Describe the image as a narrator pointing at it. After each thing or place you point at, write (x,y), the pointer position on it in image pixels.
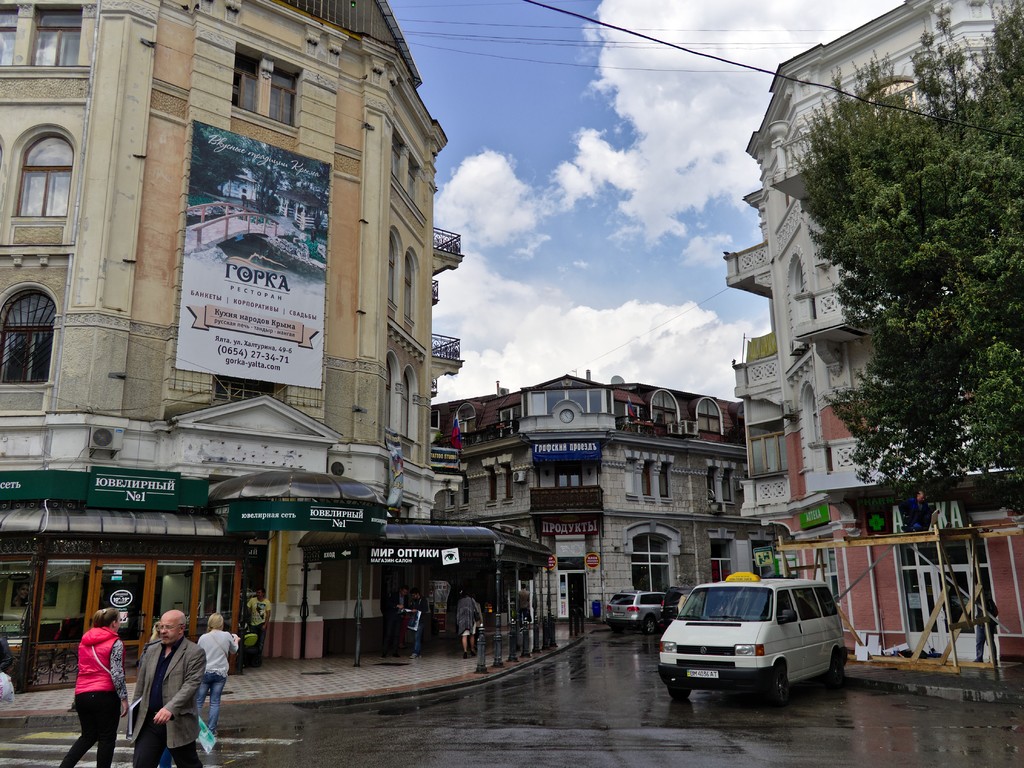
This is an outside view, in this picture on the right side (800,484) and left side (338,298) there are some buildings (838,477) and trees (976,433). And at the bottom (531,721) there is a road (744,701), on the road (816,701) there are some vehicles (696,617) and some persons (186,711) are walking and there is one footpath (330,667). On the footpath (363,668) there are some people (470,650) who are walking and also in the center (579,445) there is a building (683,529), on the top of the image (535,168) there is sky (646,168) and some wires (481,42). On the left side (225,239) there is one hoarding (215,265).
